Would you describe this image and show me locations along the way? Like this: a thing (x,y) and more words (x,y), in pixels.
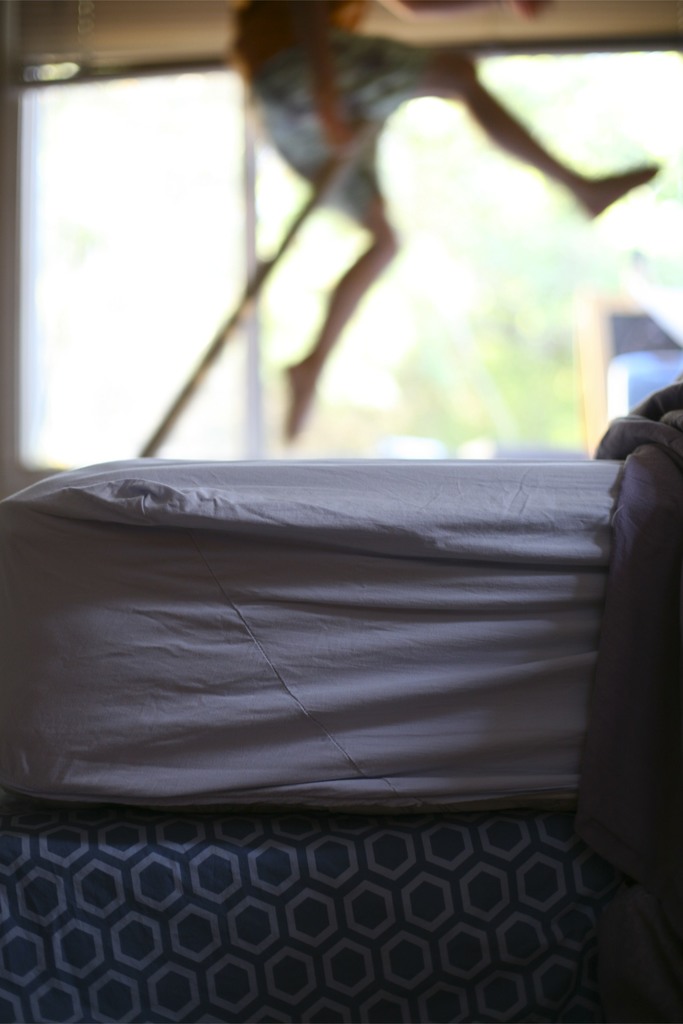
In the center of the image (434,514) there is a bed (379,809). In the background (336,243) we can see a man (354,58) jumping and there is a window (178,260).
